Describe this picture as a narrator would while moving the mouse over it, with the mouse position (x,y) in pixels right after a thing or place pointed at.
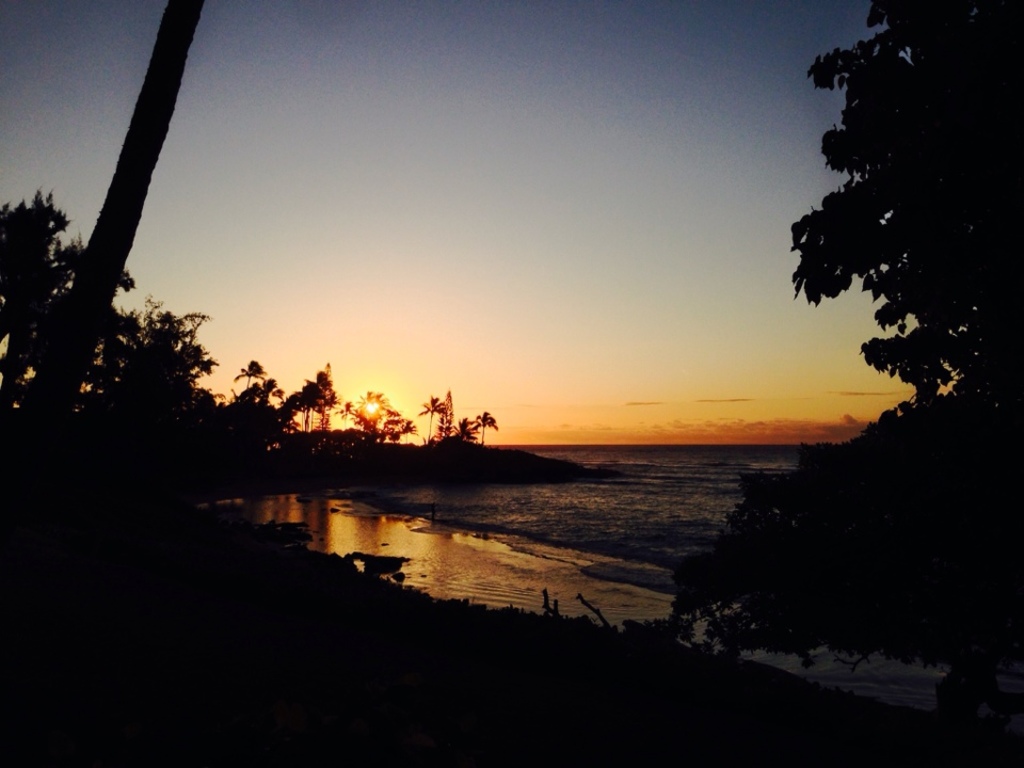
In the image we can see trees (117,398), water (638,504) and the sky (538,258).
